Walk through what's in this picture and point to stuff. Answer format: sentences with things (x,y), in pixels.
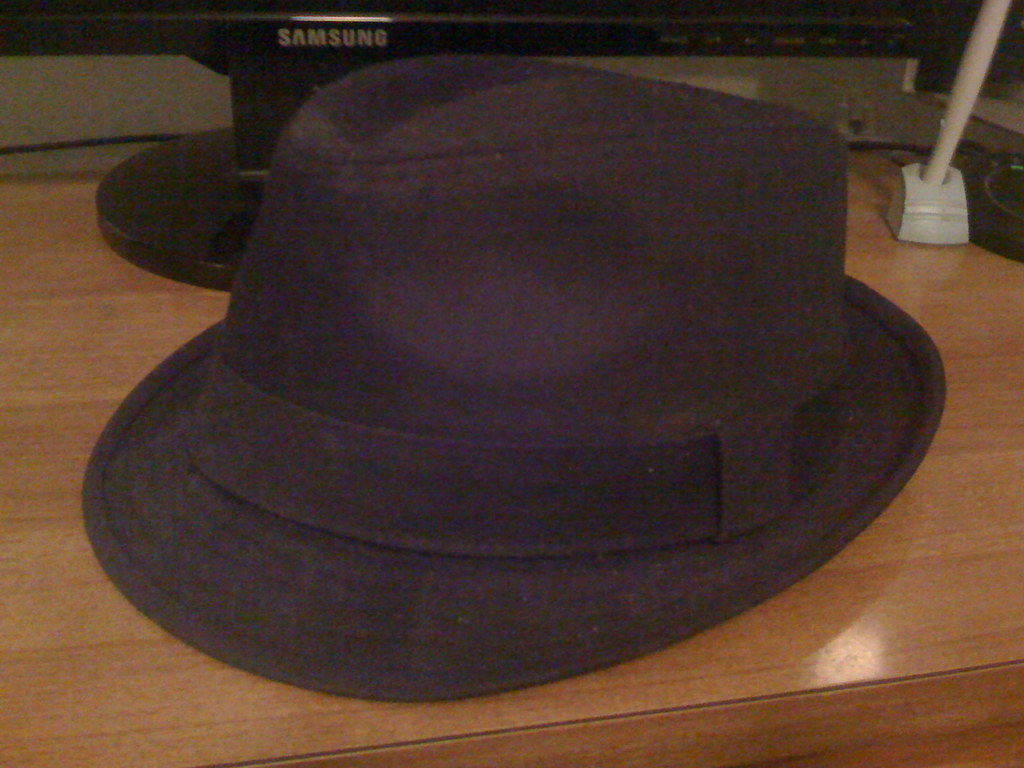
In this image we can see monitor (308,58) and hat (647,431) placed on the table (49,678).
